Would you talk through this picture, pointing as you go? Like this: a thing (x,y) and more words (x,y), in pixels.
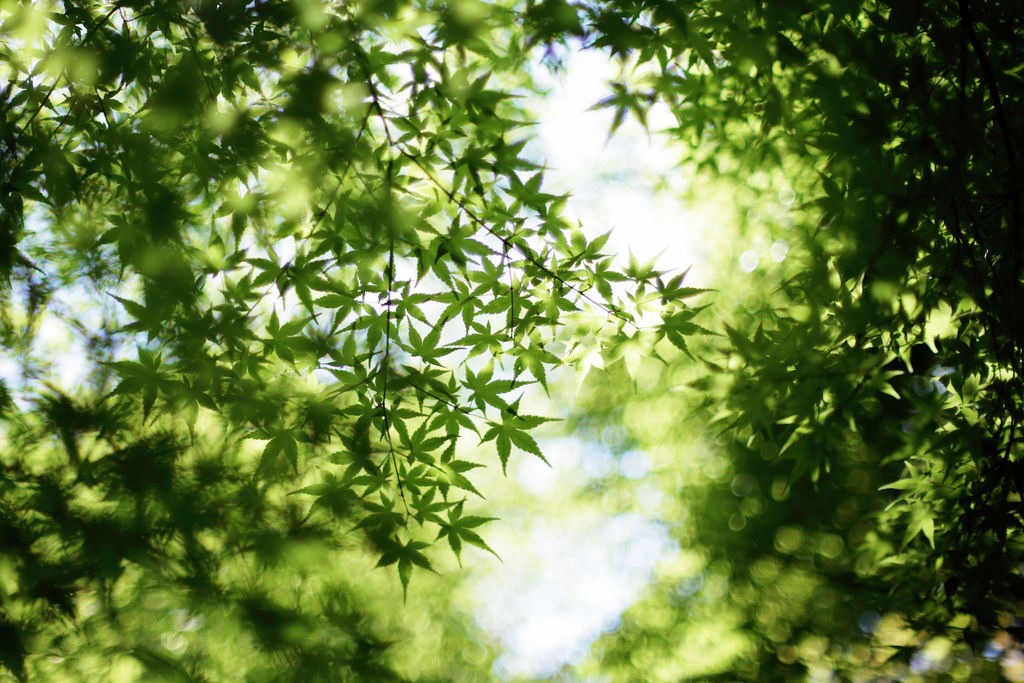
In this image I can see there are trees (252,499). And at the top (525,136) there is a sky (563,126).
